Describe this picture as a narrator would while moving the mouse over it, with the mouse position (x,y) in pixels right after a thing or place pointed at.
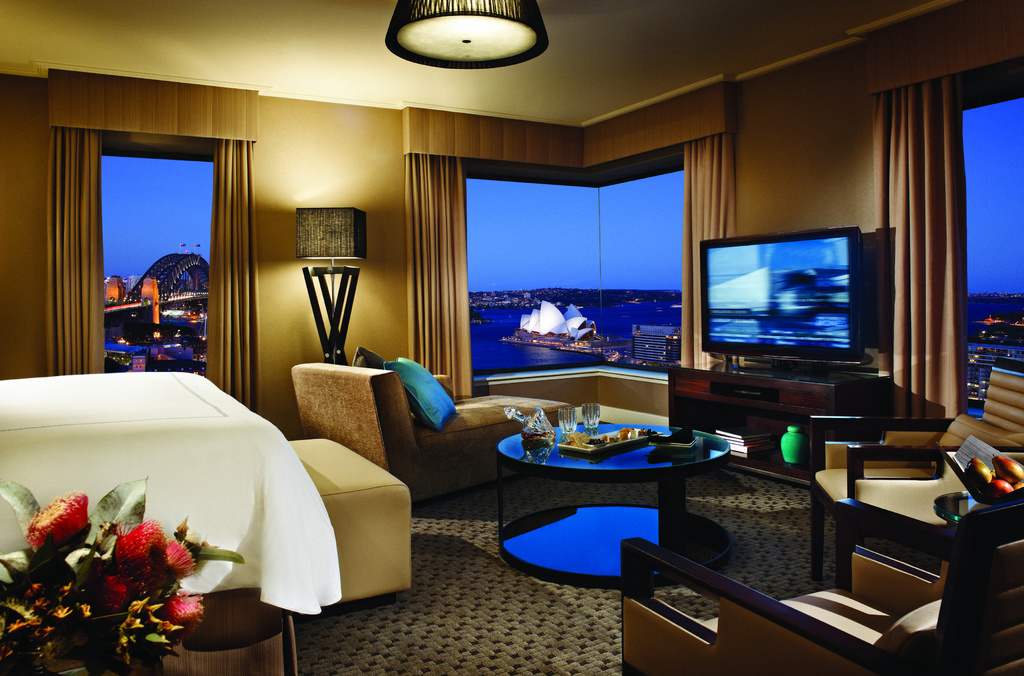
In this picture I can observe a room (214,429). There is a sofa (346,414), table (513,457) and television (733,322) on the desk (758,375). I can observe a chair (834,459) on the right side (859,476). There are cream colored curtains (227,250) and windows (187,286). There is a lamp (336,252). On the left side (132,522) I can observe a flower vase (51,544). In the background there is a sky (594,248).
